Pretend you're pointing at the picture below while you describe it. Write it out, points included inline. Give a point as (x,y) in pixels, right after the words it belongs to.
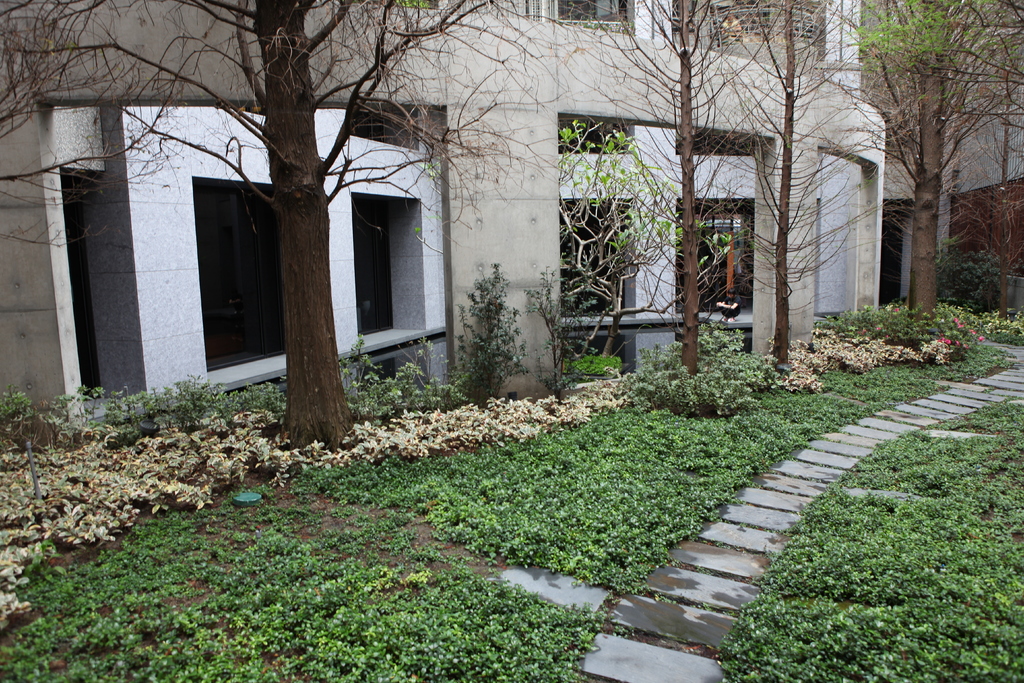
In the center of the image (503,235) we can see one building (830,282), pillars (776,166), trees (417,128), plants (415,457), grass (487,489), stones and a few other objects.
